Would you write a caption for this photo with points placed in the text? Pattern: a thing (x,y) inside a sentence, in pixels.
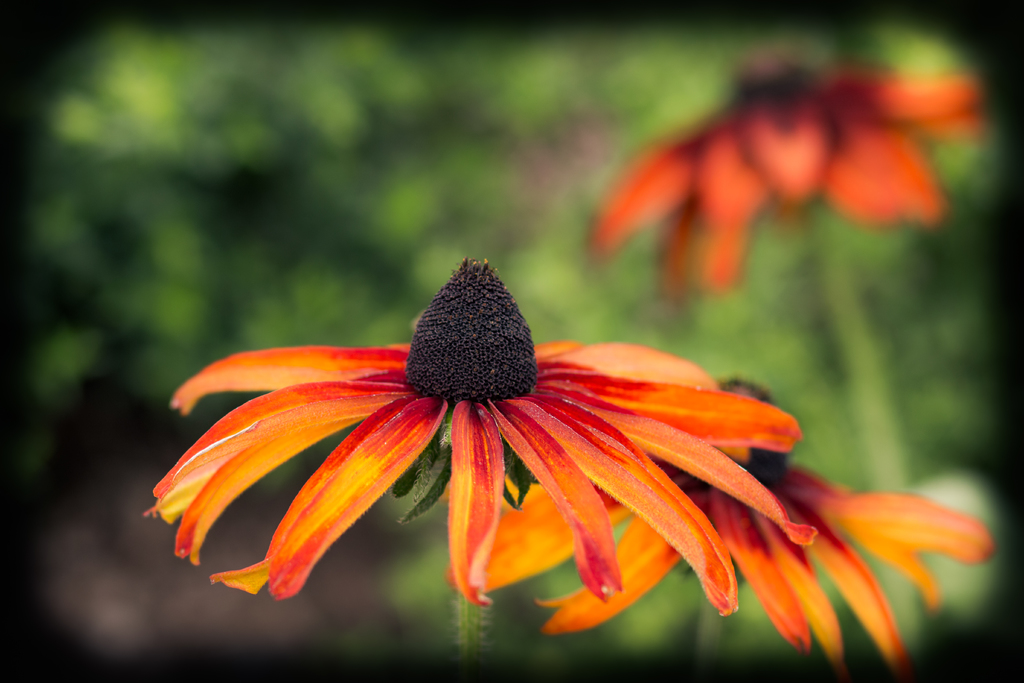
Here we can see three flowers (637,412) and in the background (354,269) the image is blur.
